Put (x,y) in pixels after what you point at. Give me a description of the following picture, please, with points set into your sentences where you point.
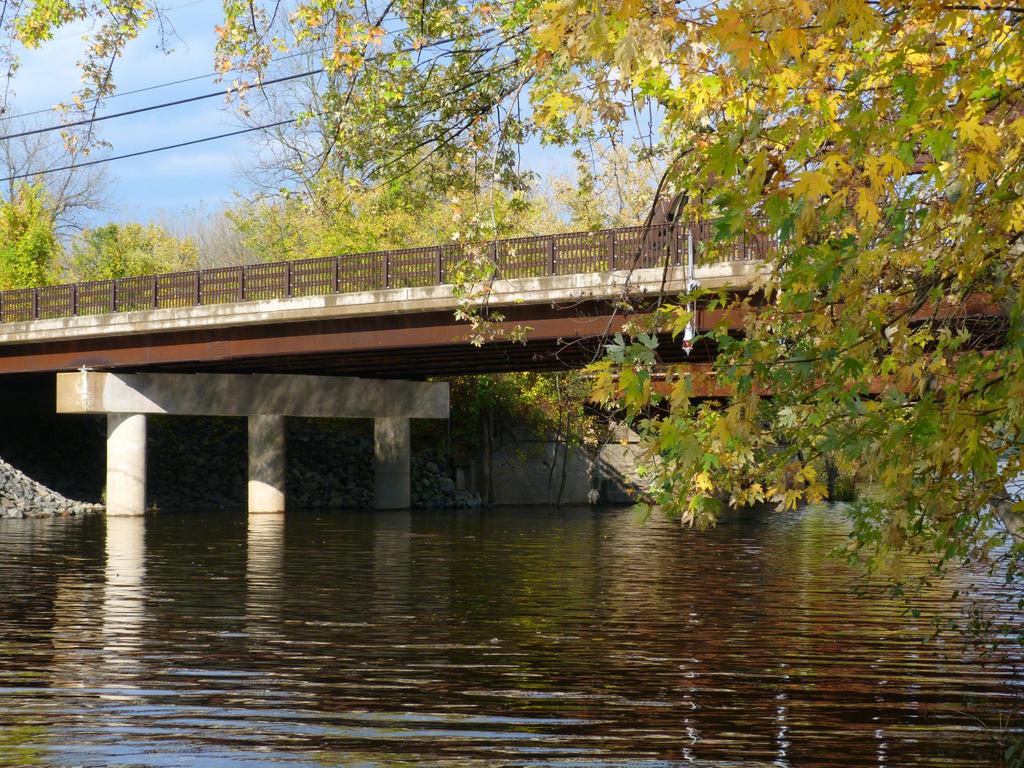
In this image I can see a water (410,552) in the front (552,573) and over it I can see a bridge (398,299). I can also see number of trees (704,141) on the right side (899,405) and in the background (407,189). On the top side of this image (150,105) I can see few wires (84,122), clouds (62,54) and the sky (48,67).
